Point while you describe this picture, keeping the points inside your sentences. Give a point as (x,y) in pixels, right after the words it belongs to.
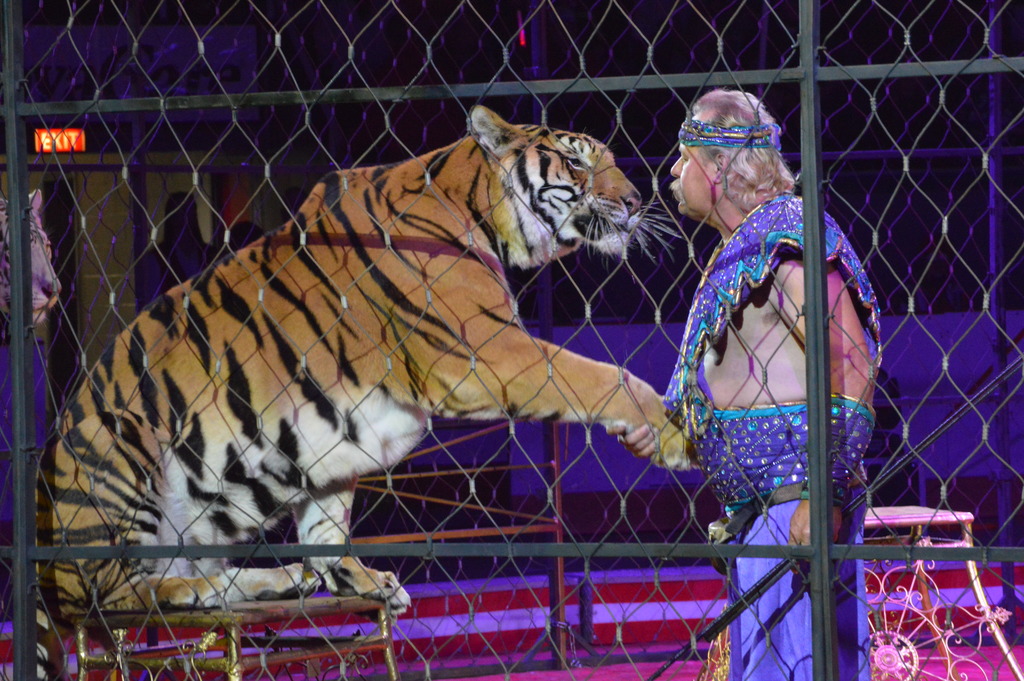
The man (787,384) in blue costume (768,431) is shaking his hand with the tiger (536,364). This tiger (291,402) is on the stool (292,614) or a table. Behind that, we see another tiger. Behind the man (724,254), we see a stool (871,569) or a table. In front of the picture, we see a fence (63,132). On the left side (63,132), we see a red color exit board (58,151). In the background (945,448), we see a violet color sheet (908,418). In the background (231,229), it is black in color. This picture might be clicked in the circus.
